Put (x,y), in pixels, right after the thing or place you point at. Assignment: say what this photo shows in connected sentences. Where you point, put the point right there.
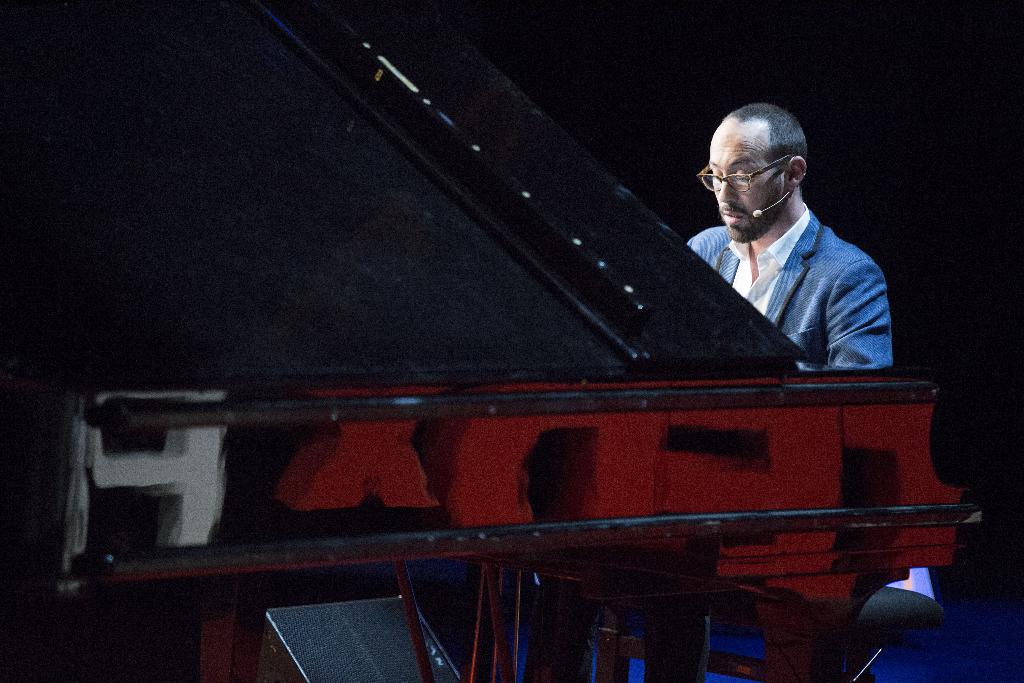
In this image there is a person (831,332) wearing blue color suit (821,297) playing a musical instrument (714,304).
